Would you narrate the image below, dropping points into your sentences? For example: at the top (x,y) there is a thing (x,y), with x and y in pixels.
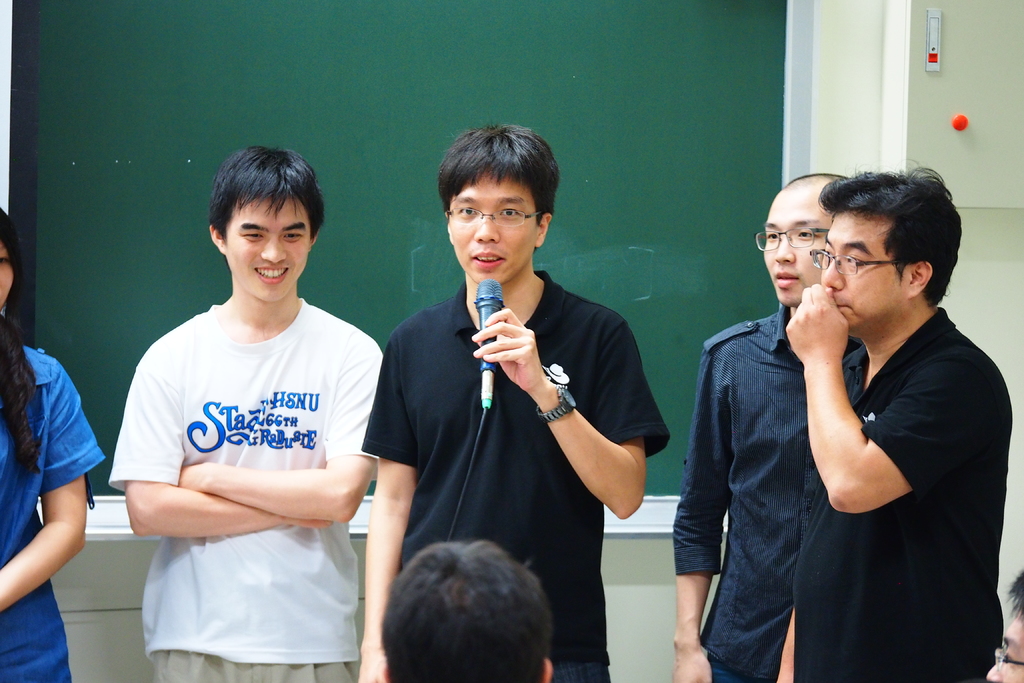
In this image I can see few people (271,373) are standing and I can see the right four men (753,582) are wearing specs (467,210). In the center (591,349) I can see a man (489,264) is holding a mic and behind him I can see a green colour board (741,137). On the bottom side of this image (407,572) I can see head (467,682) of a person (527,572). I can also see a box (1002,7) on the top right corner of this image (923,160).
